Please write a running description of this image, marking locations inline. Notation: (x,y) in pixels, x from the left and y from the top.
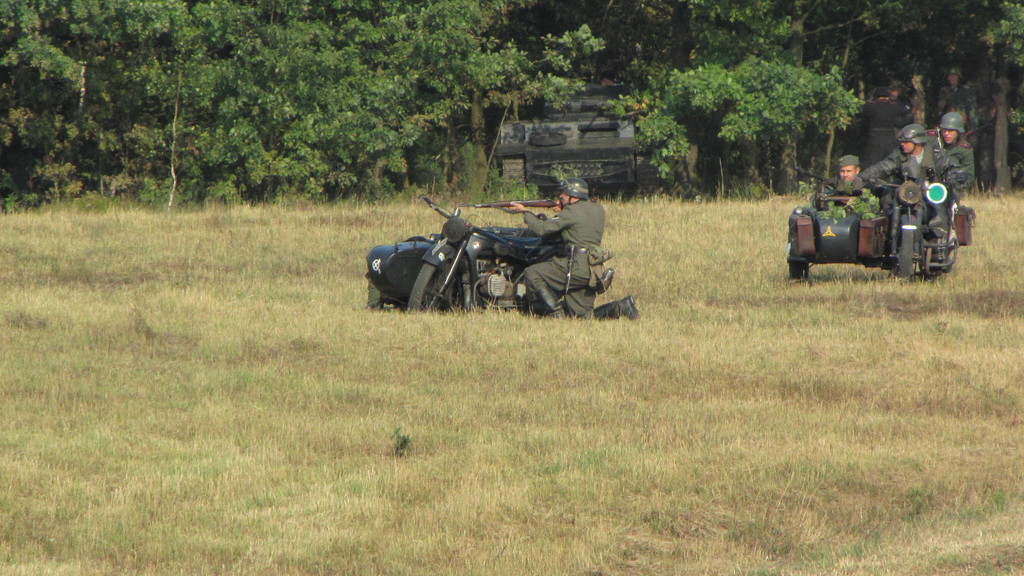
This image is taken outdoors. At the bottom of the image (303,457) there is a ground (558,446) with grass (628,447) on it. In the background (248,128) there are many trees (453,133) and plants (787,93) on the ground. A vehicle (540,140) is parked on the ground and a few people (892,130) are standing on the ground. On the right side of the image (815,177) three men (913,164) are sitting in the vehicle (856,235) and moving on the ground (846,291). In the middle of the image (474,274) a vehicle (454,260) is parked and a man (530,286) is sitting and he is holding a gun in his hands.
